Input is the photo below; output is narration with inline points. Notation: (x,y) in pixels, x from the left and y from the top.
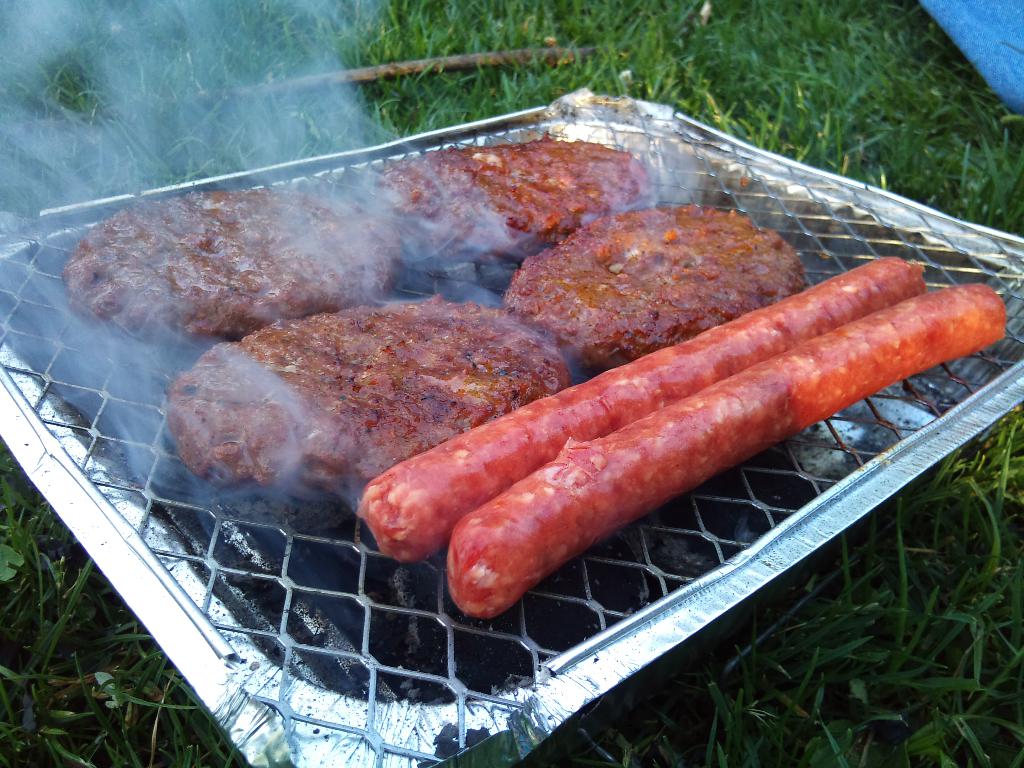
In this image we can see the sausage (717,359) and meat cutlets (559,254) on the grill (698,141). We can also see the smoke (317,193), grass (352,126) and also the wooden stick (392,67).
